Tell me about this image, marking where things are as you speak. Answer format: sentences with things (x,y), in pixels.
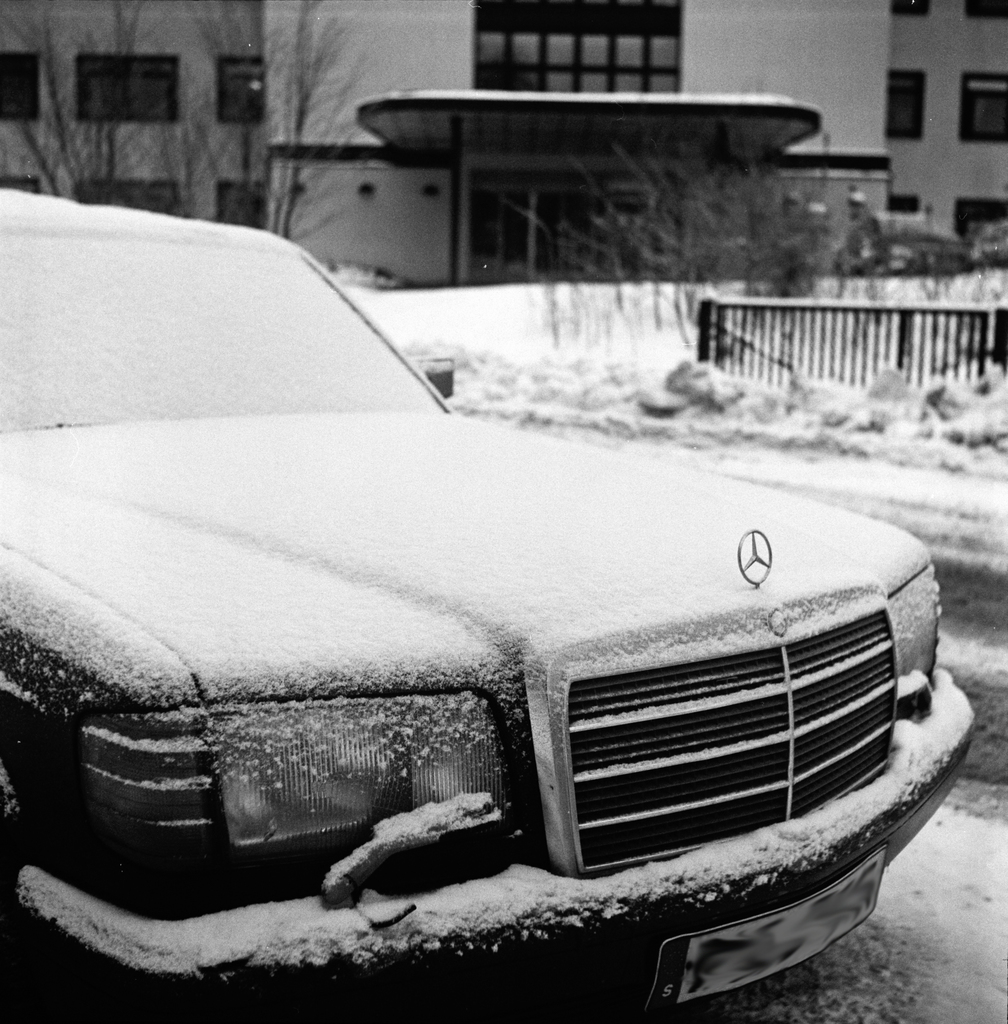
This is a black and white image where we can see snow (129,594) on the car (761,747). The background of the image (39,62) is slightly blurred, where we can see the road (999,484) covered with snow (832,490), trees (751,285) and a building (646,124).
